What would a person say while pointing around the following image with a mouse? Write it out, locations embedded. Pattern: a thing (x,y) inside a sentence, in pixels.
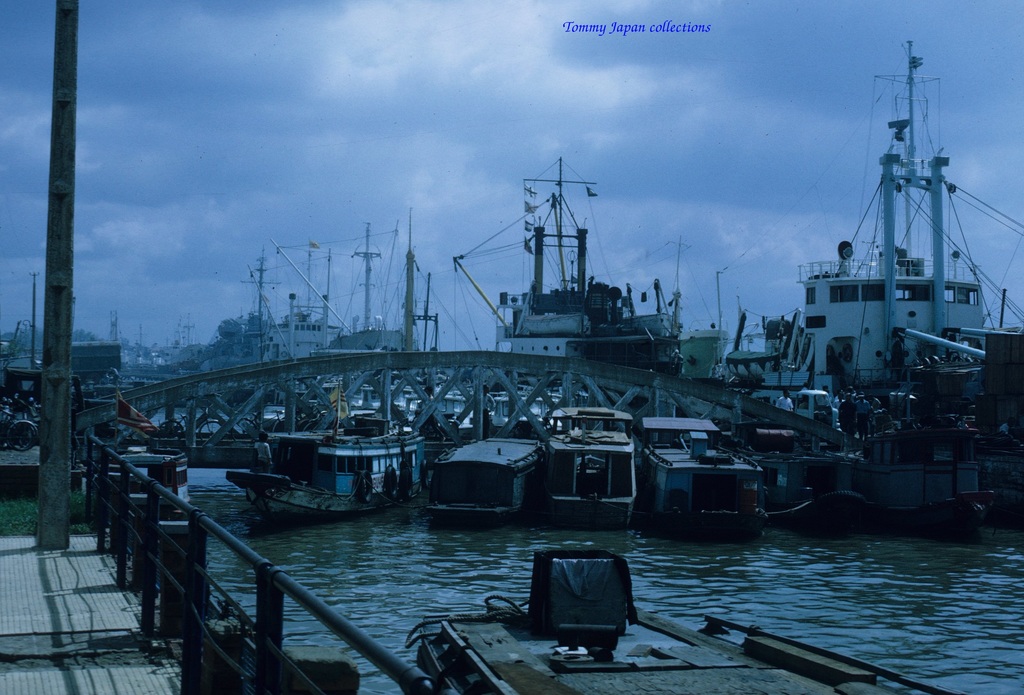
In this image we can see boats (443,468) on the water (820,563). Also there are ships (601,293). And there is a bridge (469,360) with railings (454,356). On the left side (149,549) there is a railing (125,559). Also there are poles (61,466). And we can see few people (264,448). In the background (379,148) there is sky (379,148) with clouds (658,173). Also there is watermark (690,33) at the top (673,33).
